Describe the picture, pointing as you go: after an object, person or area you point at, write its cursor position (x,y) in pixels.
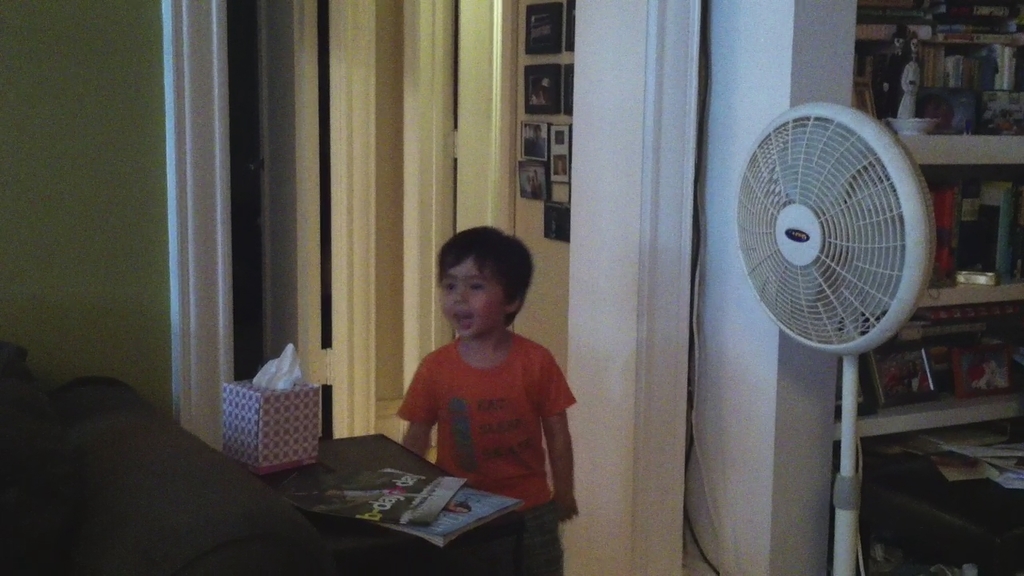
In this image I can see a child (484,266) standing in the center (459,382). There are books (446,516) and a tissue box (265,377) in front of him. There is a pedestal fan (854,251) and shelves (955,535) on the right (833,242). There are photo frames (545,125) at the back (533,163).
